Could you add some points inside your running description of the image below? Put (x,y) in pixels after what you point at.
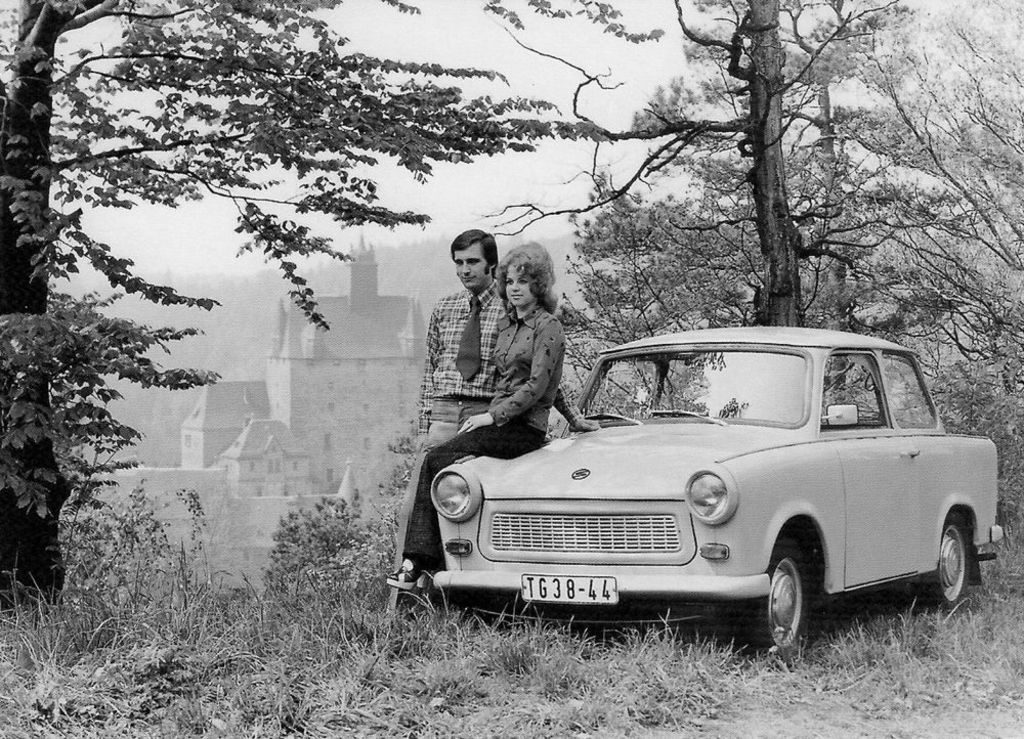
This is a black and white image. In this image we can see there is a girl (510,385) sitting on the car (613,451), beside her there is a person (442,416) standing on the surface (363,645) of the grass (543,642). On the right (894,270) and left side of the image (69,420) there are trees (814,184). In the background (332,400) there is a building (322,386).
